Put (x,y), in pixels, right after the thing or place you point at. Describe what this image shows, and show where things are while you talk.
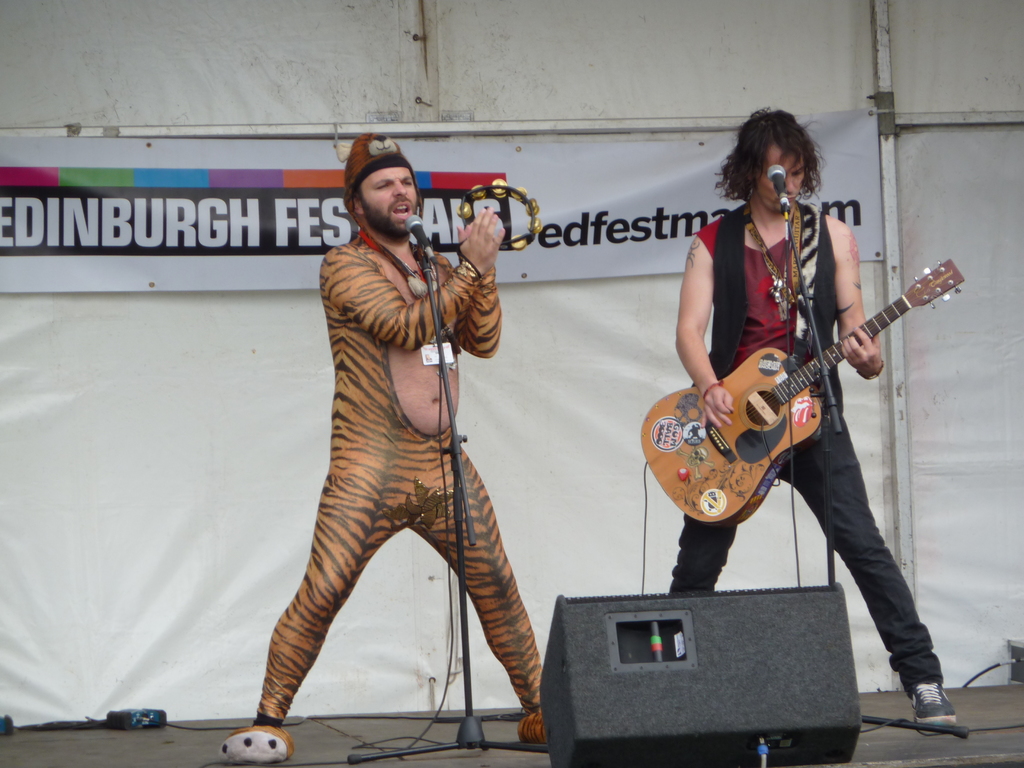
There is a floor (534,753) of black color and two mans (427,453) are standing and holding a music instruments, one man (389,317) is singing a song in microphone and in the background (949,452) there is a white color wall (612,68) on that there is a poster (169,203).
